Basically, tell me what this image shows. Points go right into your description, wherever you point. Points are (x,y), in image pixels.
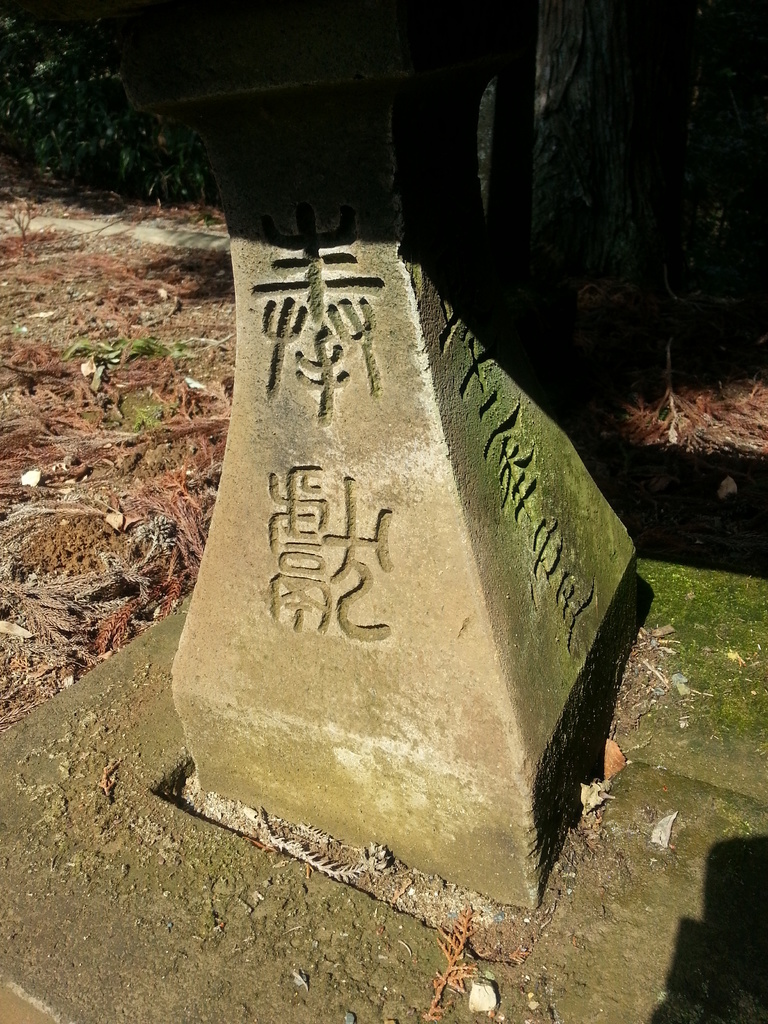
This image consists of a memorial stone (383,796). At the bottom (166,917), there is ground (138,893). In the background (113,315), there are dried leaves (90,435) on the ground (16,194).
